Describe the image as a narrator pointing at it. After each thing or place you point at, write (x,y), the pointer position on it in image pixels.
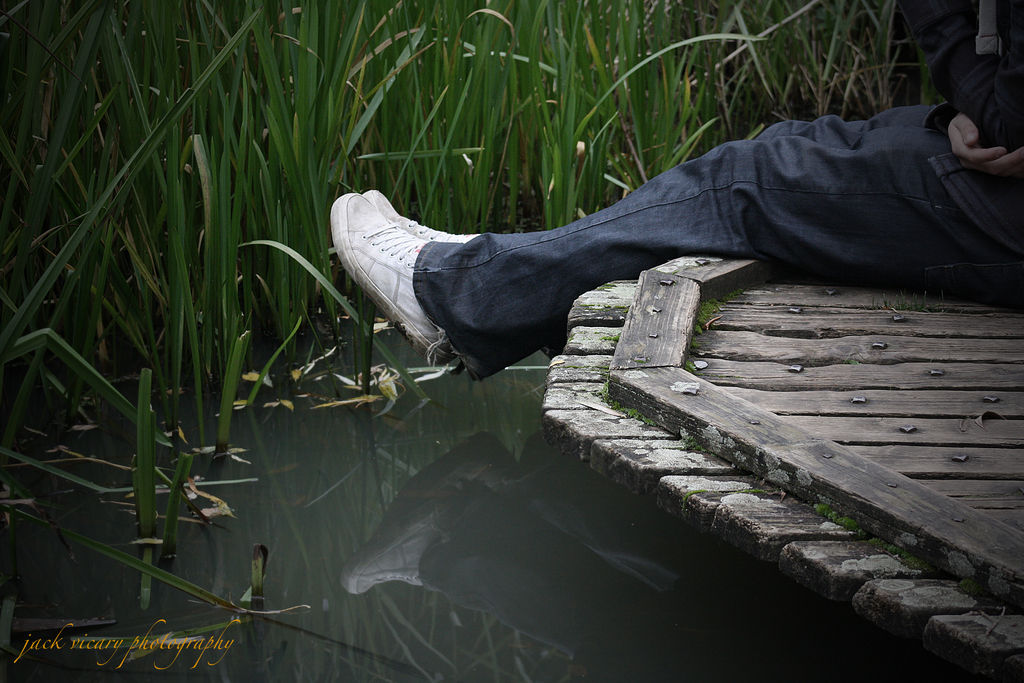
In the image I can see a lake (496,386) in which there are some plants (533,365) and to the side there is a person (739,235) on the wooden path (882,302).
